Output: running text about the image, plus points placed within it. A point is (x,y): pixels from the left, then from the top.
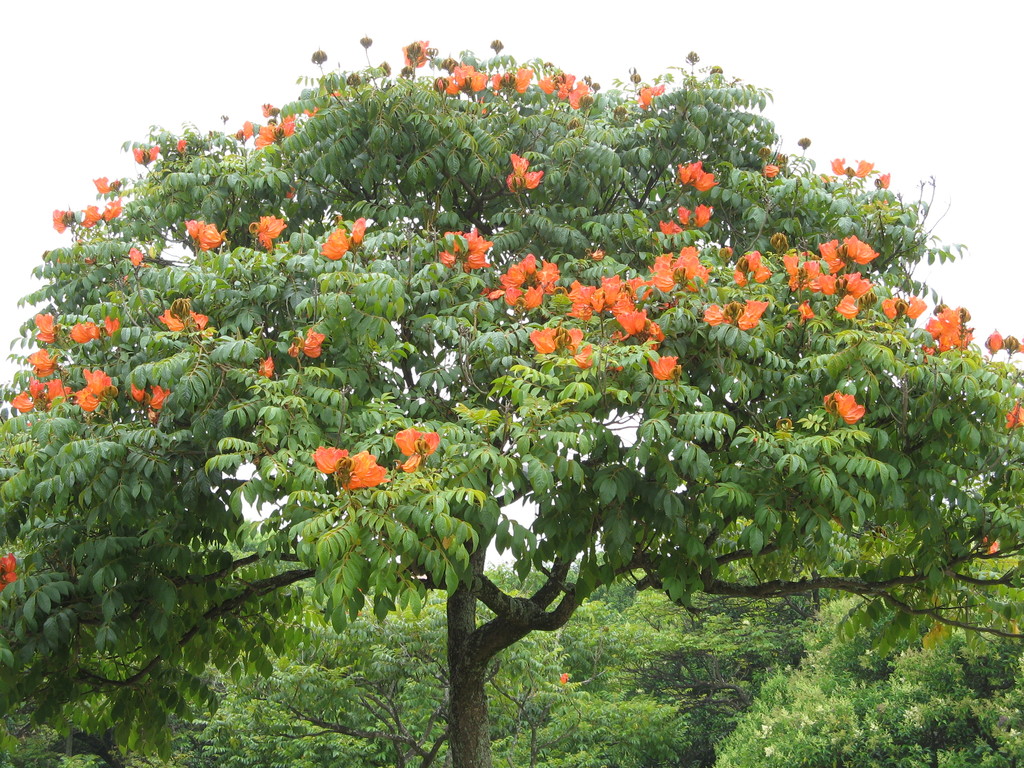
In this picture I can see orange color flowers (417,466) on a tree (425,373). In the background (244,501) I can see trees (595,714) and the sky (533,510).
